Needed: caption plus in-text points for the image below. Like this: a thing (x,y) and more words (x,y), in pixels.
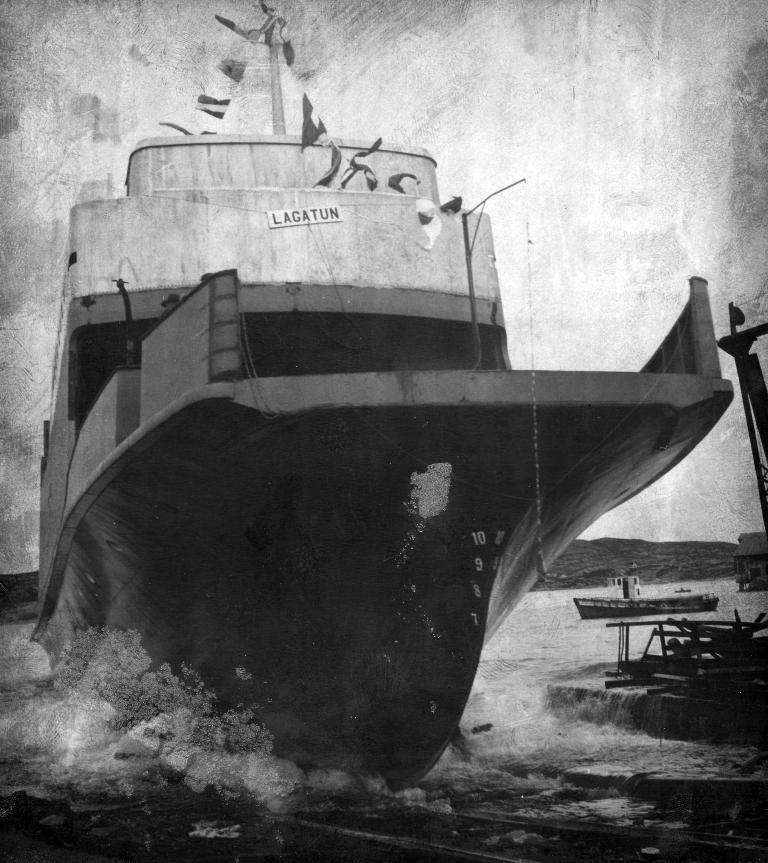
In this picture I can see the cargo ship (404,437) on the water (632,636). On the right (693,603) I can see some other boats (680,601). In the background (649,561) I can see the mountain (608,542). At the top (553,31) I can see the sky (585,121).
